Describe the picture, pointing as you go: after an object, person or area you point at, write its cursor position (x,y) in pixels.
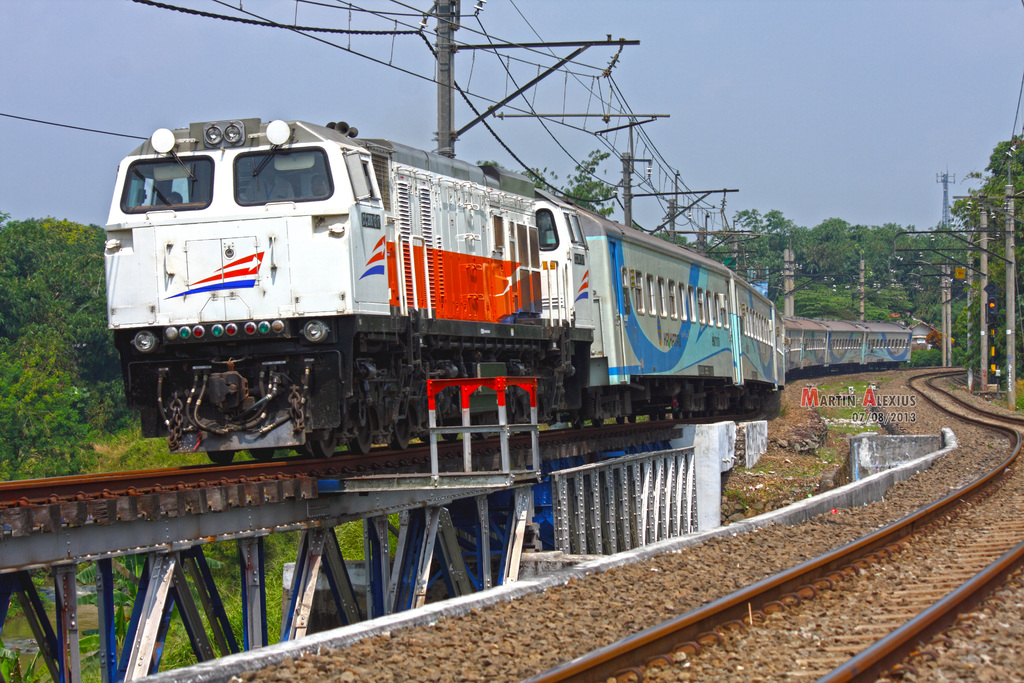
In this image we can see a train (384,338) on the bridge (305,510). At the right side of the image (825,565) there is a railway track (927,583). In the background of the image (571,149) there are current poles (539,47), trees (816,231) and sky (859,88).
